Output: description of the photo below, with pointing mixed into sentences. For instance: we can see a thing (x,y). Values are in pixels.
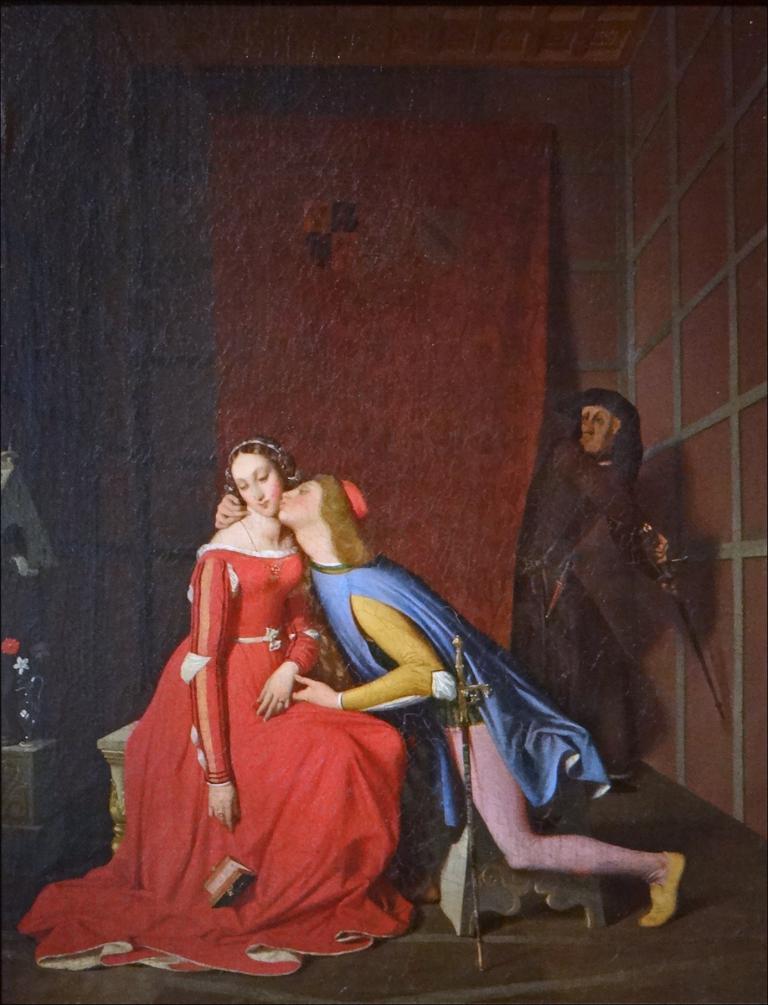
This image is taken indoors. In the background (596,282) there is a wall (584,273). On the left side of the image (40,745) there is an object (11,640). On the right side of the image (607,515) there is a man (599,530) holding a sword (707,668) in the hand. In the middle of the image (293,633) there is a woman (271,790) sitting on the seat (113,741) and there is a man (313,517) kissing a woman (252,511).
